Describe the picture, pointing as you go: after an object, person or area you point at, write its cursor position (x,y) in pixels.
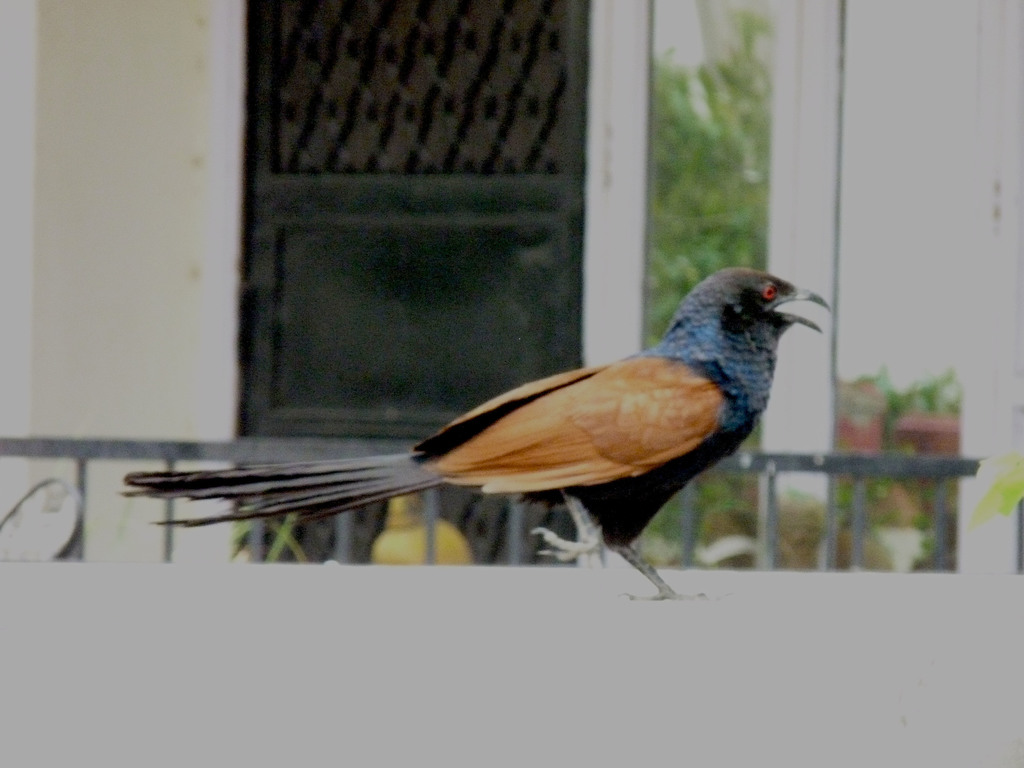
In this picture we can see a bird (645,423), in the background (549,557) we can find few metal rods (863,463), plants (878,418) and black color door (426,263).
